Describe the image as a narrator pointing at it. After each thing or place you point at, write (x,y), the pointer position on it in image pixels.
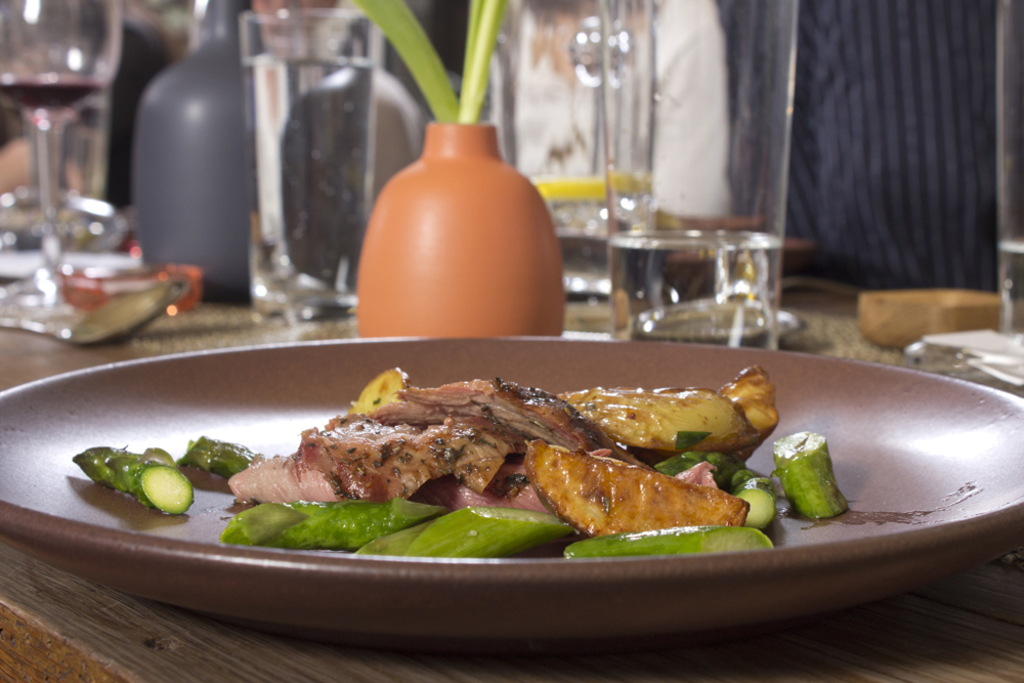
In the image there is some cooked food (427,422) served on a plate (254,587) and around the plate (210,357) there are glasses (271,145) and other objects (545,227).
